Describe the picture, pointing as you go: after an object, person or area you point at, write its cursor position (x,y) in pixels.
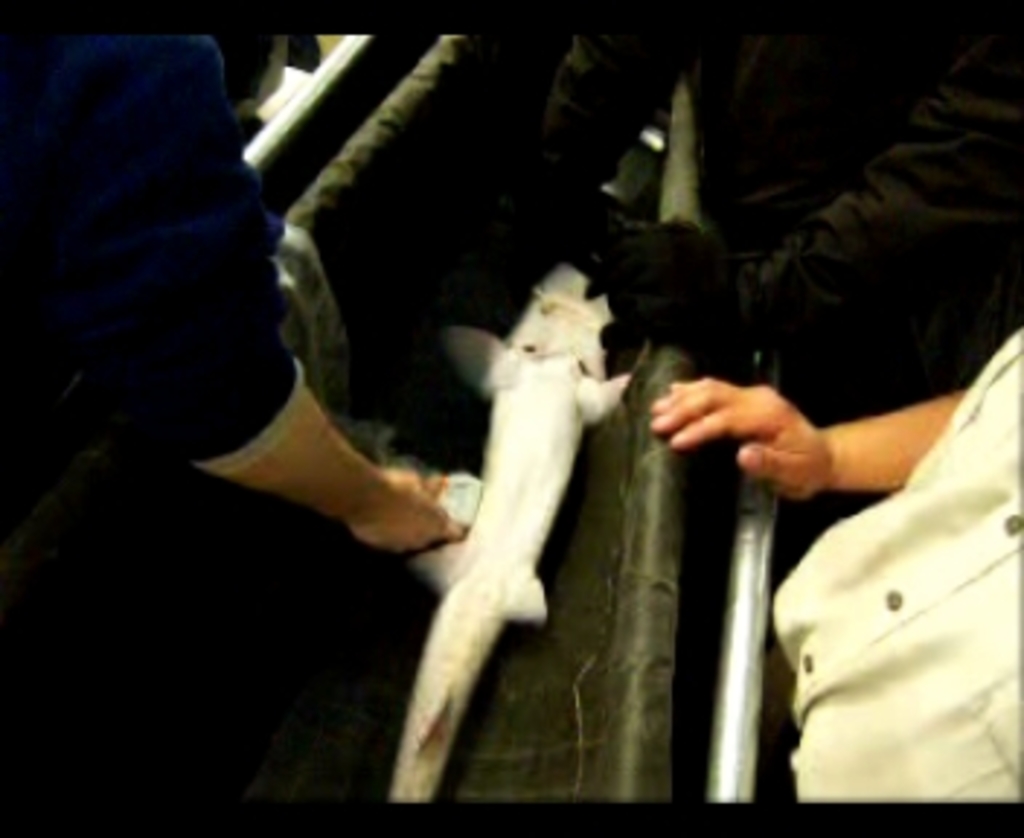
In this image there is an animal (488,603) kept in a box (577,563). Few persons (416,497) are holding the animal (531,537). Right bottom there is a person (949,580) kept his hand (742,455) on the box (647,454).
